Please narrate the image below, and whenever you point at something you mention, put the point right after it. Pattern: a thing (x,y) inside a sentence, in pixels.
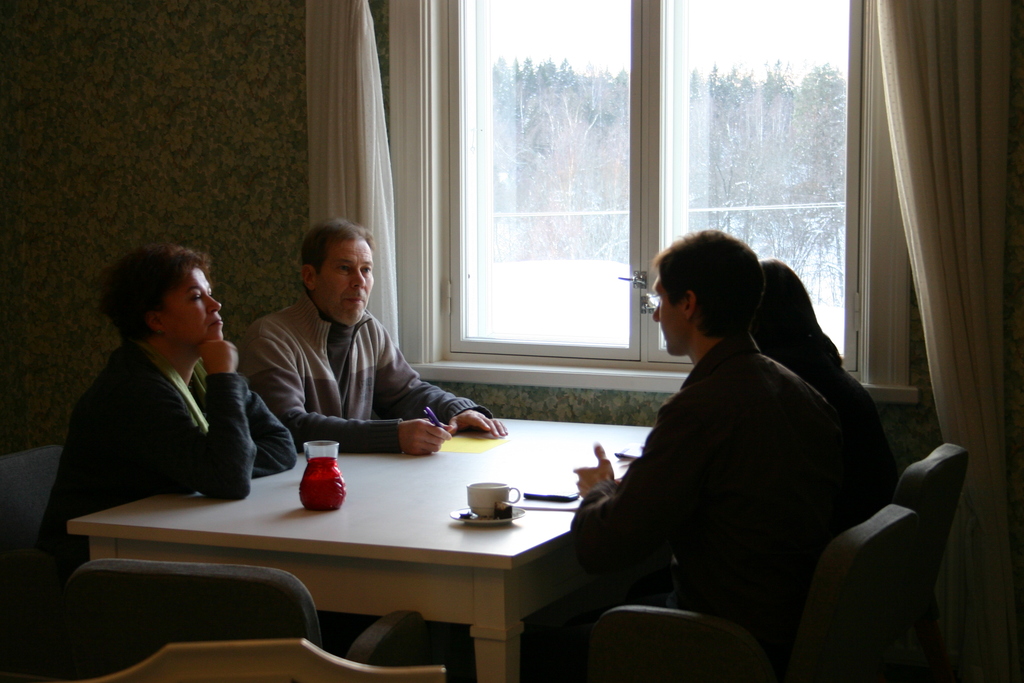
This picture shows a group of people (396,441) seated on the chairs (377,671) and we see a teacup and a glass (333,483), on the table (210,517) and a couple of curtains (334,13), to the window (437,312).
